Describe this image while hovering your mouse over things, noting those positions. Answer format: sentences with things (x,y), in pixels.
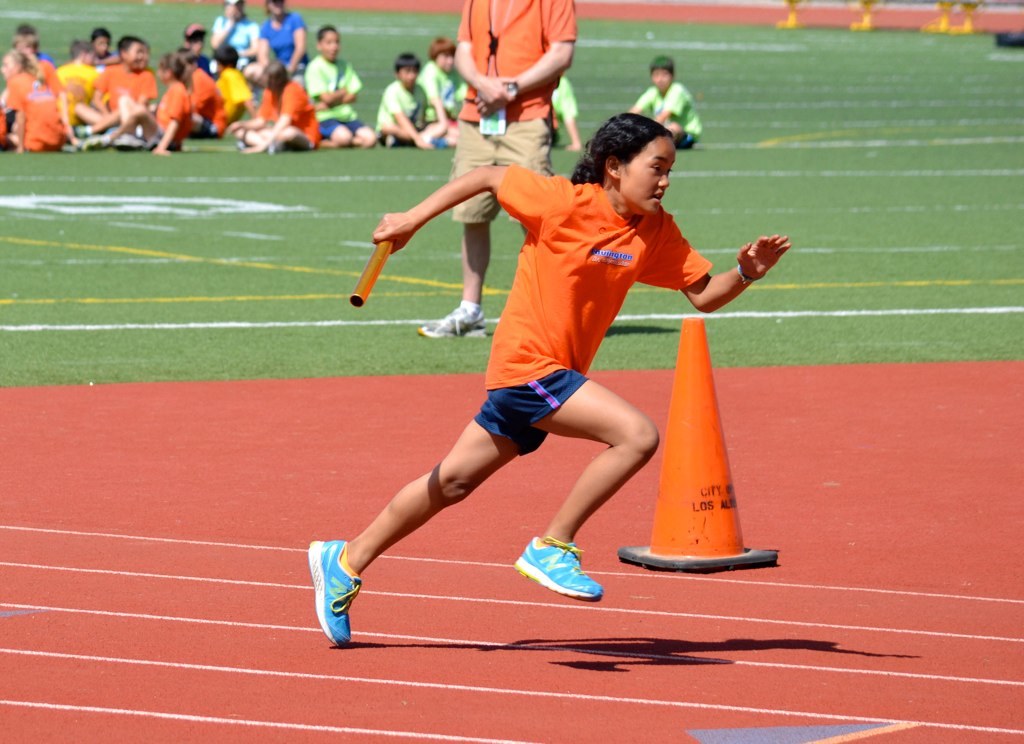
In the middle of the image (532,364) a girl (612,121) is running and holding something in her hand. Beside her there is a road divider cone (704,555) and a person (476,328) is standing. Behind him few people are sitting and watching.
